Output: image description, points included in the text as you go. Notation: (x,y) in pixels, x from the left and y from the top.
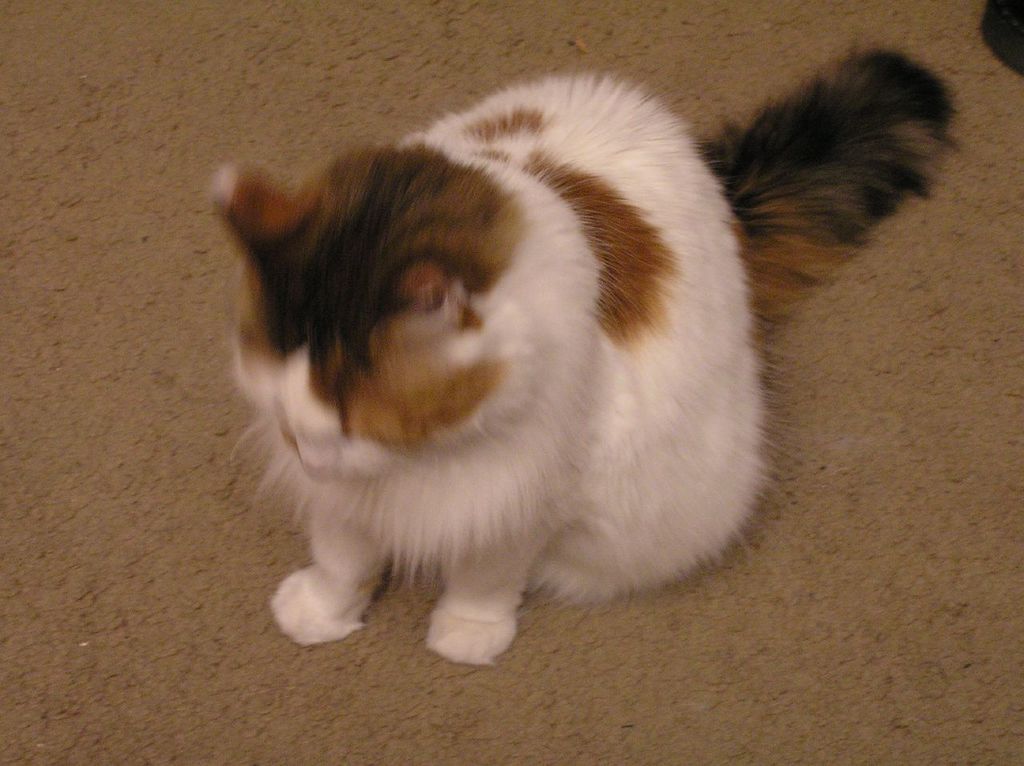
In this image, we can see a cat (632,551) on the ground (981,627). We can also see some object (1013,54) in the top right corner (1018,41).
